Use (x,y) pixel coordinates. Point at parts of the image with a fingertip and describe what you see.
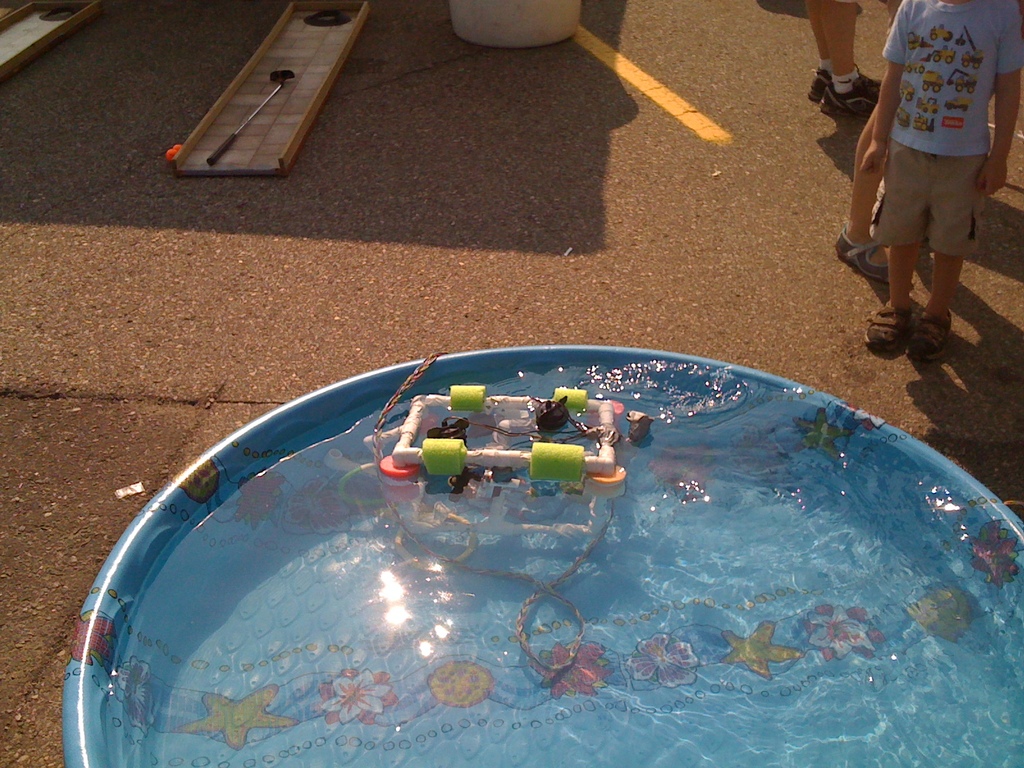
In the center of the image (420,494) we can see one tub (411,621). In the tub (361,603), we can see water (571,531) and one colorful object (541,476) in the water (510,442). In the background (229,95), we can see wooden objects (286,100), one golf club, one kid (940,196), human legs (852,84) and a few other objects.
